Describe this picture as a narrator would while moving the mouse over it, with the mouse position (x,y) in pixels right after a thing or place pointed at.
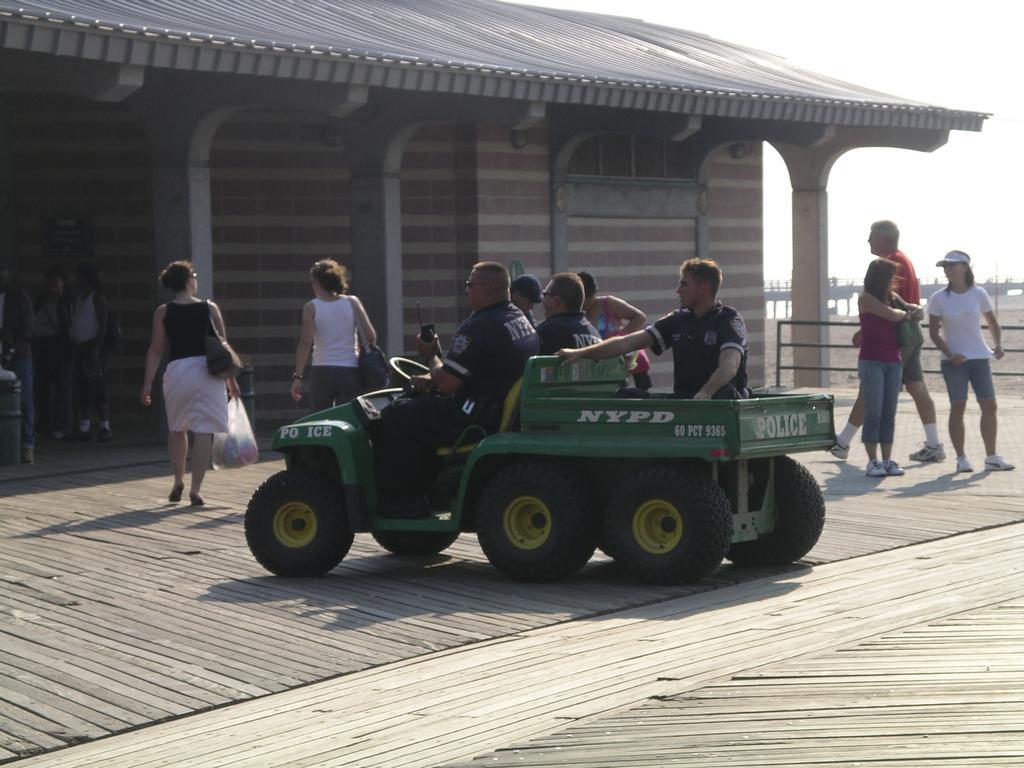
In this image there is a jeep (498,470) on the ground (341,607). There are people (564,335) sitting in the jeep (574,473). Beside the jeep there are a few people (891,275) walking. Behind the jeep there is a house (469,109). There is a railing (797,369) beside the house (811,361). In the background (851,319) there is a ground (1009,323). At the top (895,28) there is the sky (886,26).
